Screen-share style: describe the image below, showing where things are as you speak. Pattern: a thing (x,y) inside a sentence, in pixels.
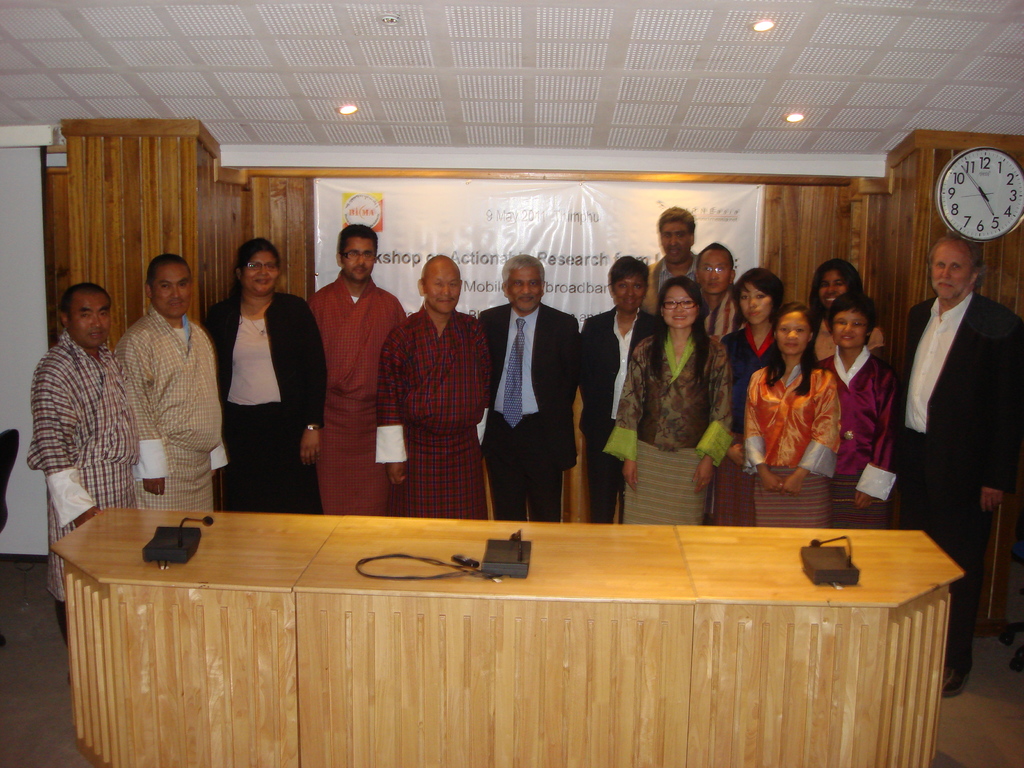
In this image there are people (726,419) standing on the floor (19,695). In front of them there is a table (596,644). On top of it there are mike's (527,576). Behind them there is a banner (587,240). There is a wall clock (957,230). On the top of the image (763,27) there are lights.
